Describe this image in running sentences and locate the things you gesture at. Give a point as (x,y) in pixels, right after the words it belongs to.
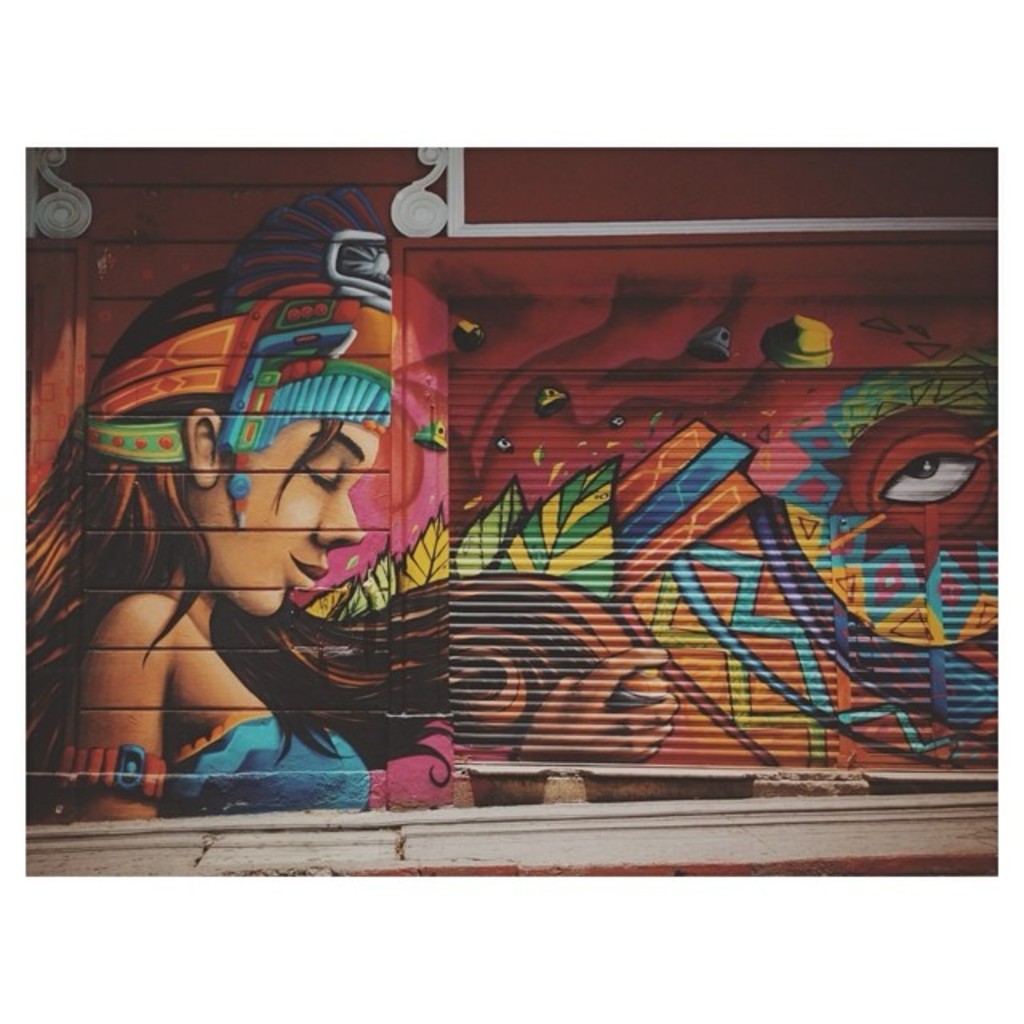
At the bottom of the image (310,828) there is a footpath (429,822). In the background (384,469) on the wall (689,447) there is graffiti (717,539).
